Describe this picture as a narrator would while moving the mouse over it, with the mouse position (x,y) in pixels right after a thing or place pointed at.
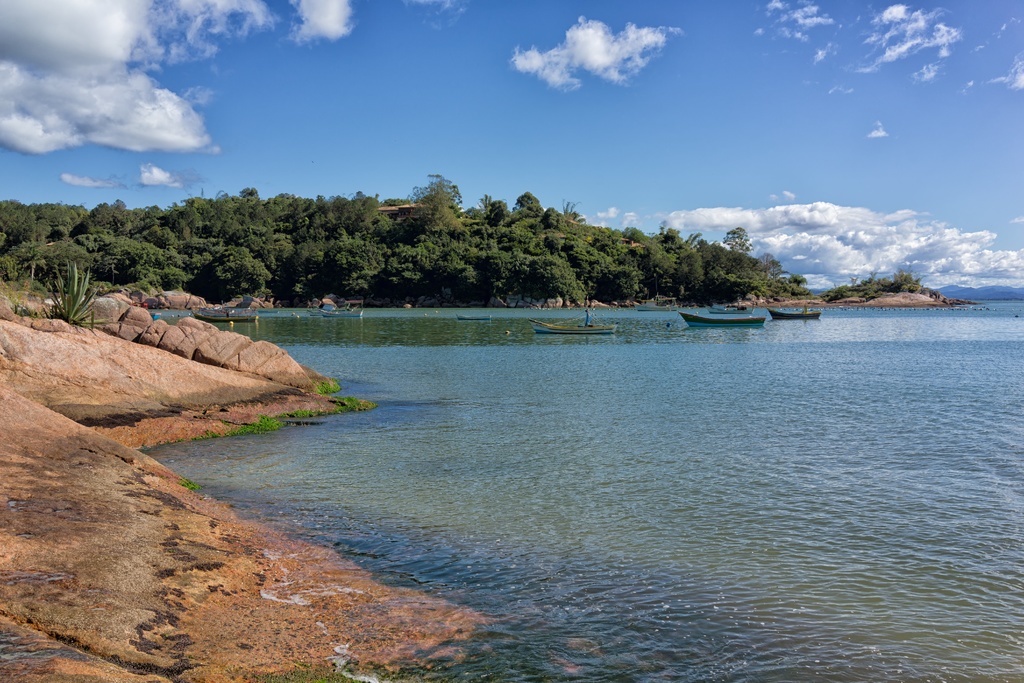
In this picture there are boats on the water (561,522). At the back (613,272) there are trees (45,279). On the left side of the image (145,621) there are rocks (33,348). At the top (218,71) there is sky (398,71) and there are clouds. At the bottom (687,536) there is water (807,494) and at the back (976,288) there are mountains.
